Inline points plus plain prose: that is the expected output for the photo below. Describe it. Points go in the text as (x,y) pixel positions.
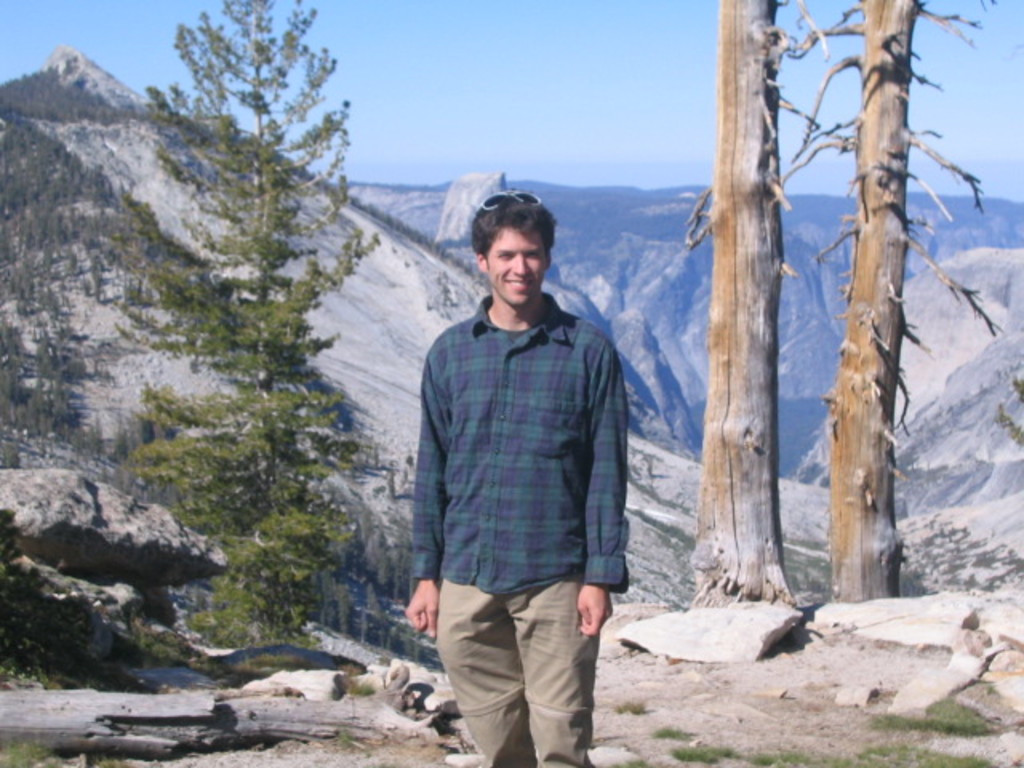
In this picture we can see a man (616,376) standing and smiling. We can see a tree (331,409) and few tree trunks (769,362) on the right side (731,359). Some grass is visible on the ground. We can see few mountains (543,191) in the background (974,211).
